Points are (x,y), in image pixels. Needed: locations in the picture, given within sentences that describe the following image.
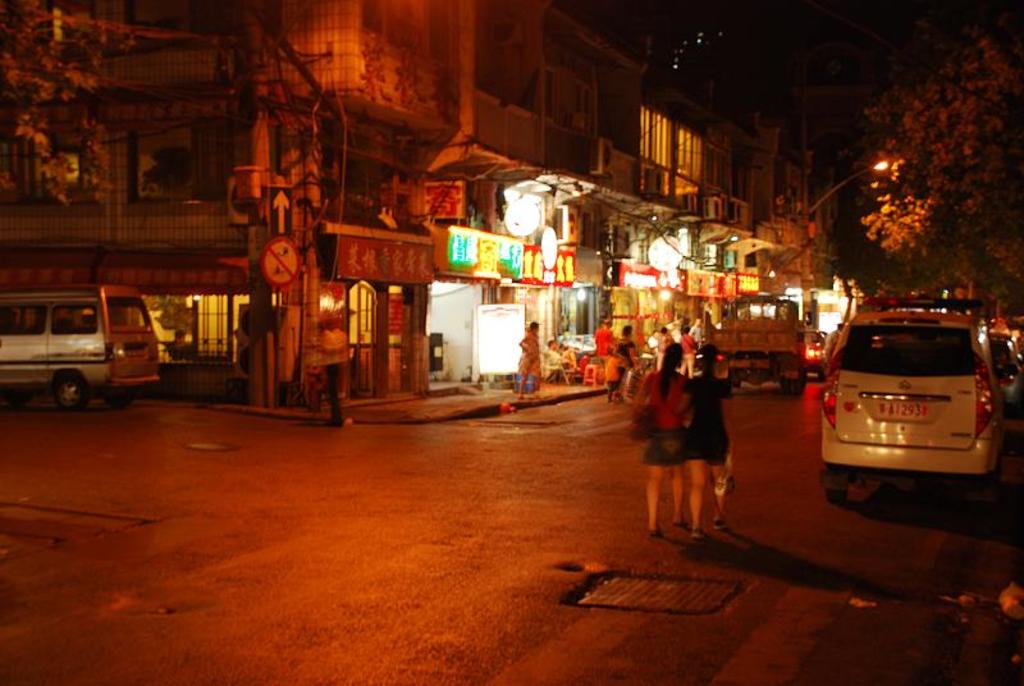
This image is taken outdoors. At the bottom of the image (476,610) there is a road (228,505). In the background (467,159) there is a building (650,165) with walls (770,155), windows (656,127), doors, railings (641,181), balconies (692,192) and pillars (411,316). There are many boards (558,266) with text (752,280) on them. There is a sign board (274,264). A vehicle (131,335) is parked on the road (115,418). A few people (608,383) are standing on the road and a few are sitting on the chairs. On the right side of the image (864,321) a few vehicles (765,365) are moving on the road (739,473) and two women (694,468) are walking on the road (739,437). There are a few trees (948,176) and there is a pole (874,166) with a street light (836,190).
